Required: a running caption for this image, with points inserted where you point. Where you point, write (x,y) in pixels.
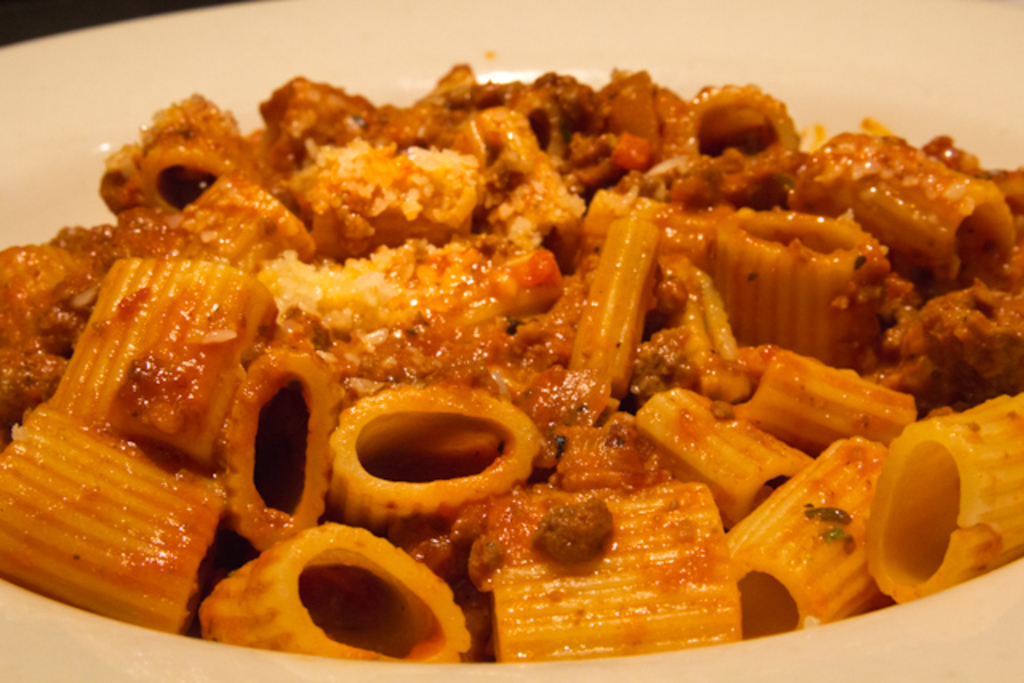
This is a food item (309,344) and this is a bowl (65,74).
